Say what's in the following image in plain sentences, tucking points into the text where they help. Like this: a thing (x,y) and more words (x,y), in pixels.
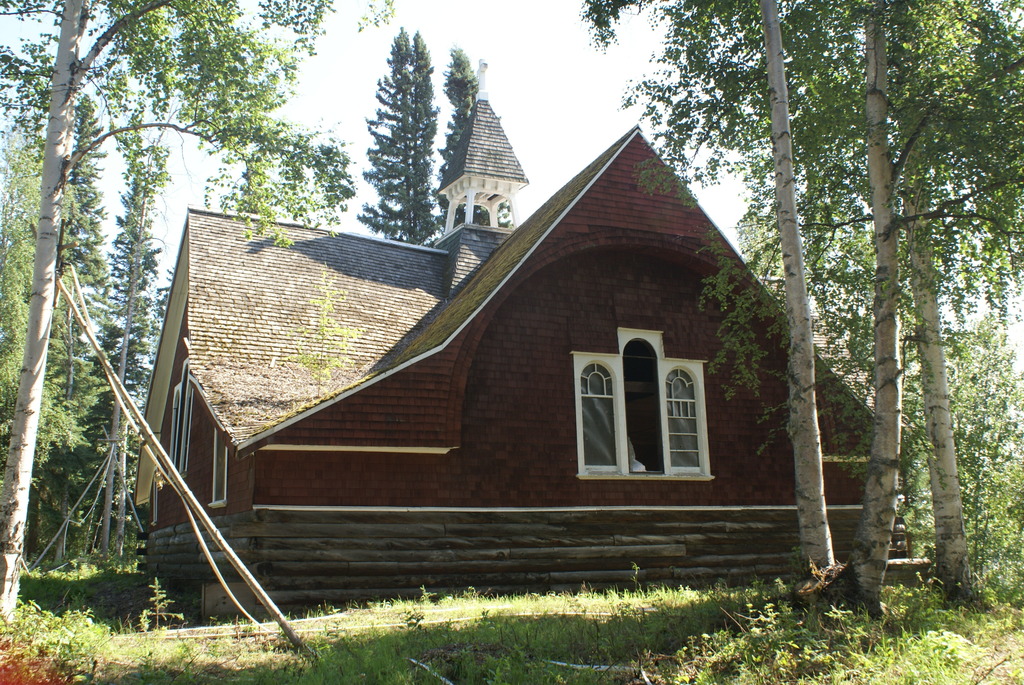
In this image in the center (558,262) there is one house (564,445), and on the right side (864,499) and left side (24,446) there are some trees (107,408). At the bottom (425,653) there is grass (953,646) and at the top (566,76) there is sky (553,73).
